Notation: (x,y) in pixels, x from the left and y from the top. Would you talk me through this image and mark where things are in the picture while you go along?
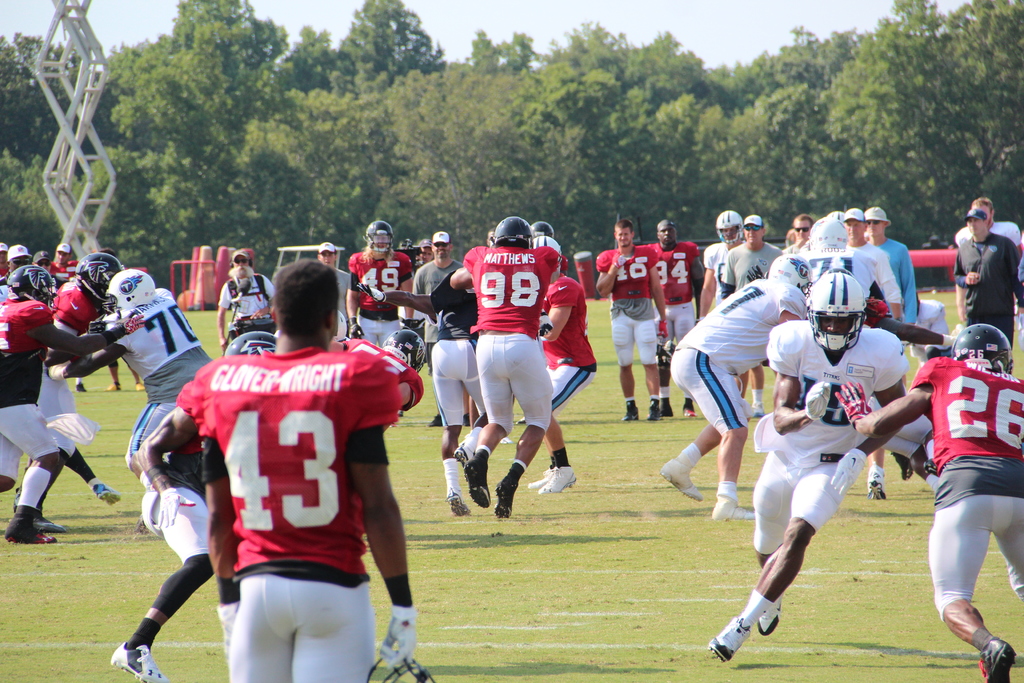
In this picture we can see some people (880,390) playing game, some of these people (527,295) wore helmets (96,281), at the bottom (625,584) there is grass (634,634), in the background (912,90) we can see trees (651,122), on the left side (64,128) there is a lift machine (64,128), we can see the sky (720,19) at the top of the picture (731,19).
